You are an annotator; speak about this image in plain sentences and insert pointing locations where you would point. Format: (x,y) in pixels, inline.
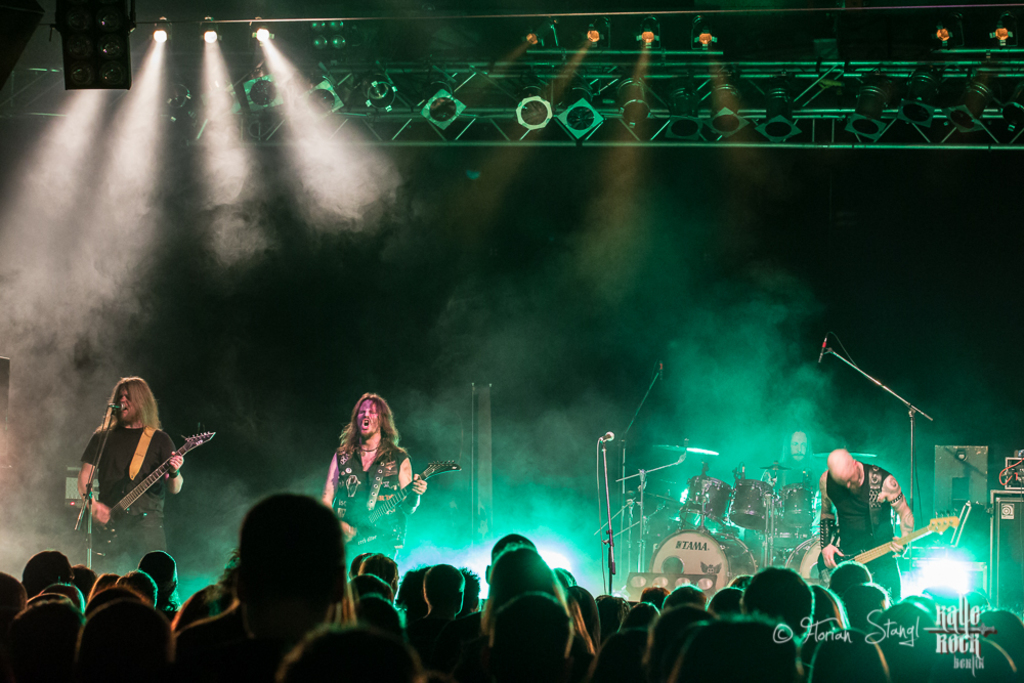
There is a group of people (151,449). They are standing on a stage (532,432). They are playing a musical instruments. We can see in background (475,92) lights (431,118) and rods (421,135).
